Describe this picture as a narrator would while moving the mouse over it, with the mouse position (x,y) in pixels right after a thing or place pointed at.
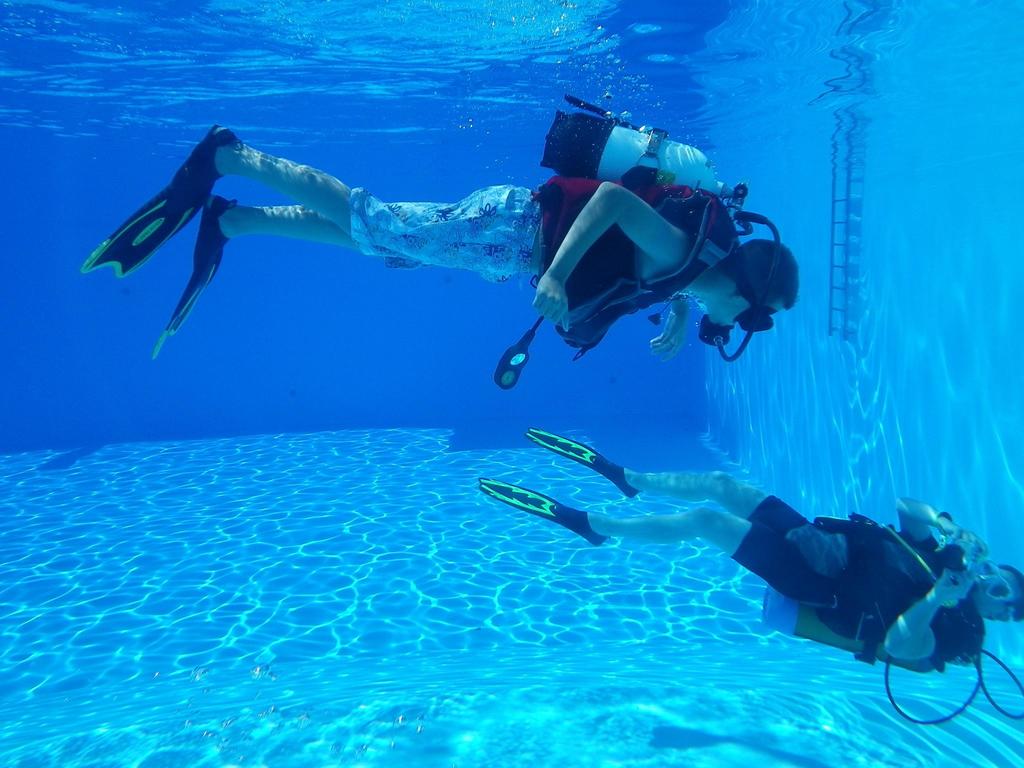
In this image two persons (567,278) are diving inside the water (853,316).
